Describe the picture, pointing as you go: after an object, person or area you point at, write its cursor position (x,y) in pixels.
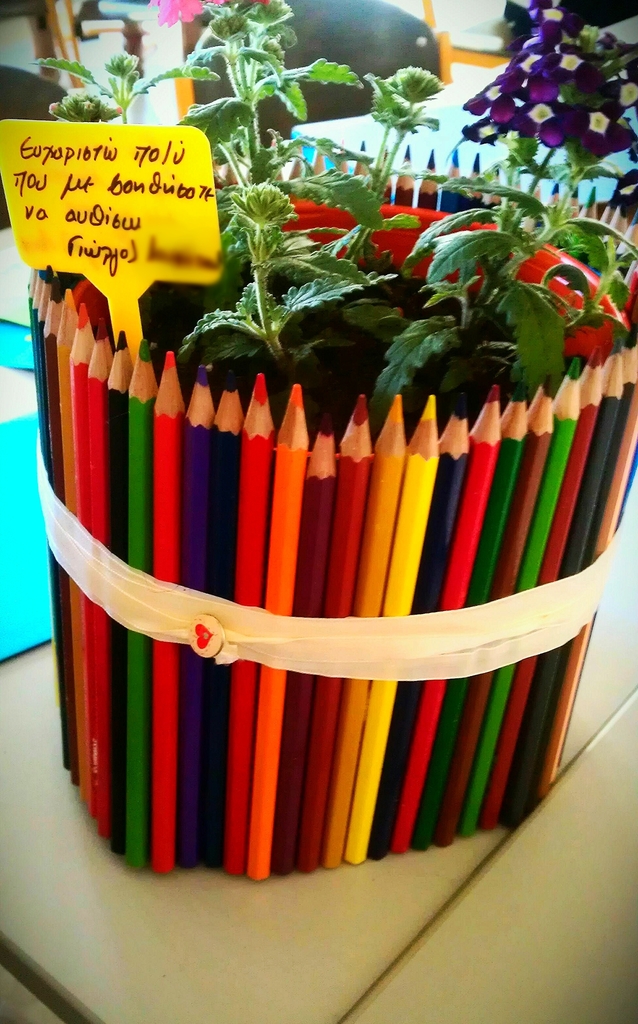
Here I can see a plant pot (433,217). Around the pot (426,213) I can see the color pencils (288,520). These are attached to the pot (585,331). Along with the plant (254,348) there is a yellow color board (108,219) placed in the pot (184,316). On the board (91,203), I can see some text (108,255). This is placed on a wooden surface (101,920). On the left side (19,456), I can see some papers (16,428). In the top right (568,112) there are few flowers (579,67). In the background (146,119), I can see two chairs (372,58) and some other objects (100,23).
